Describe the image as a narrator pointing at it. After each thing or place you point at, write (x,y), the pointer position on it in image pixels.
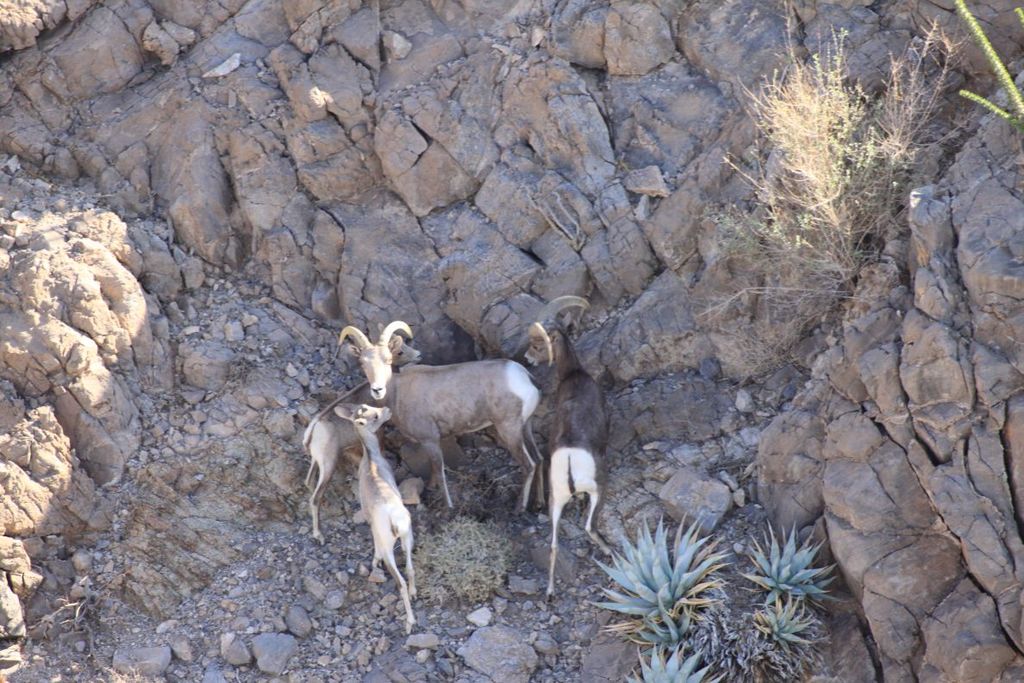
In this image we can see animals (366,463) are standing on the ground (313,635) and we can see stones (179,651), plants (853,125) and rocks (415,133).
